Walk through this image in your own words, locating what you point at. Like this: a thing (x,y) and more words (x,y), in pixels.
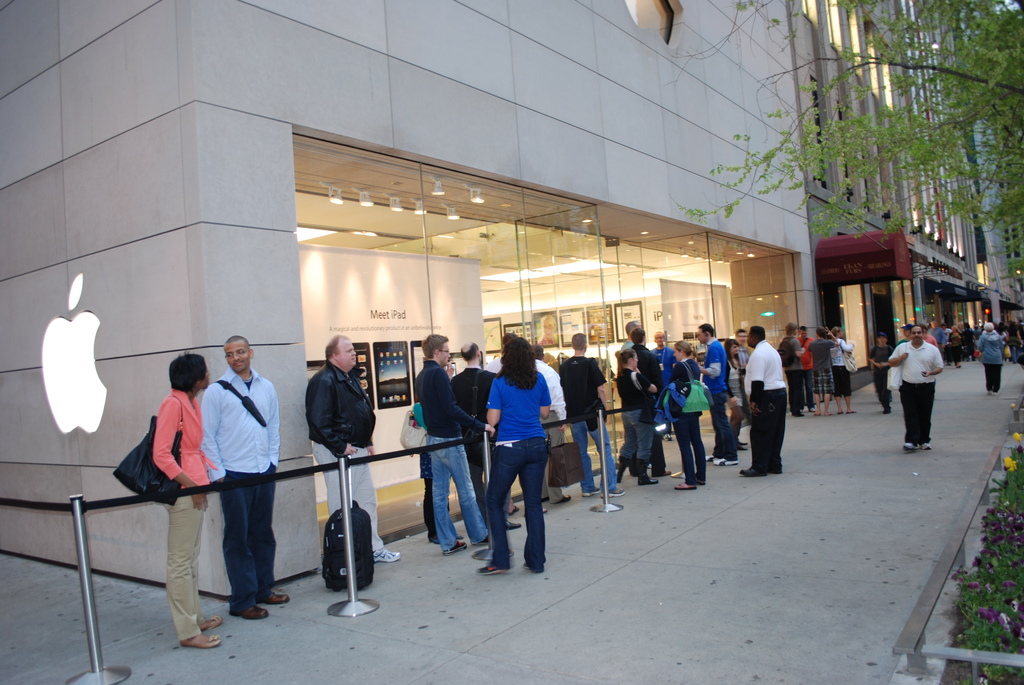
There are people (492,416), buildings (745,157) and a tree (882,135) in the image.
